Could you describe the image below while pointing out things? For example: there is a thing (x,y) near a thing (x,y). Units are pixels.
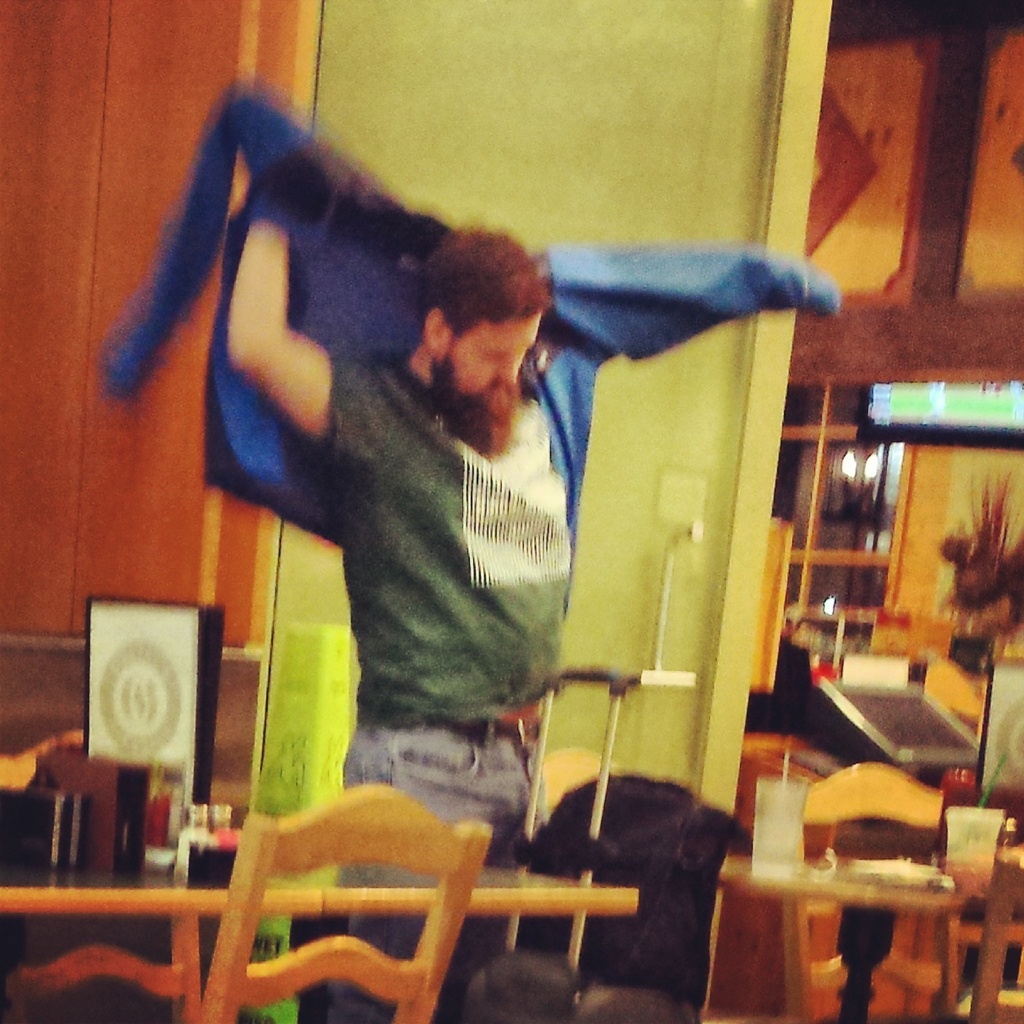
This picture shows a man (356,627) standing and wearing a blue colour jacket (365,264) and we see few chairs (251,855) and tables (162,890) around and we see cups (963,856) and glasses (966,843) on the table (847,921) and we see a monitor (864,714).
